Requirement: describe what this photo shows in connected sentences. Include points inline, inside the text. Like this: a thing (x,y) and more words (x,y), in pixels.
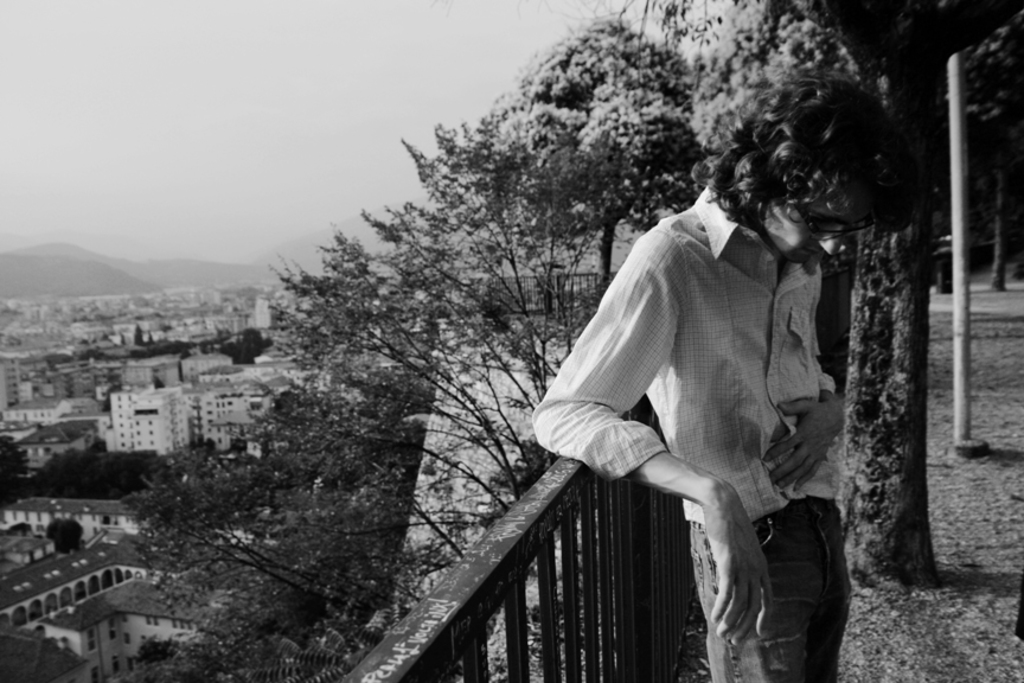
In this image I can see on the right side (794,96) there is a man (830,482) standing, in the middle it is the railing (665,519). On the left side (309,529) there are trees (525,449) and buildings (176,377), at the top (294,105) it is the sky (300,105).
